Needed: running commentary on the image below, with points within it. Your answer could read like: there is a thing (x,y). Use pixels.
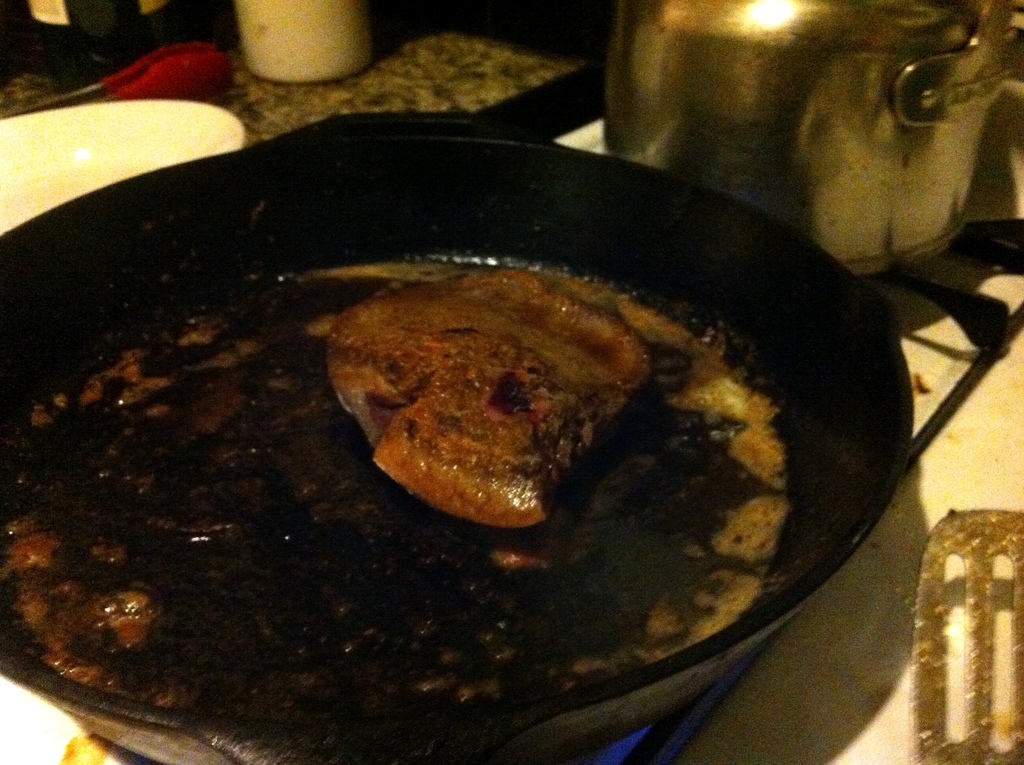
In this picture there is a food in the pan (487,525). There is a pan (859,357) and there is a kettle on the stove (723,716) and there is a spoon (978,752). At the back (42,136) there is a bowl (224,152), tongs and bottle (56,68) on the table (454,79).
